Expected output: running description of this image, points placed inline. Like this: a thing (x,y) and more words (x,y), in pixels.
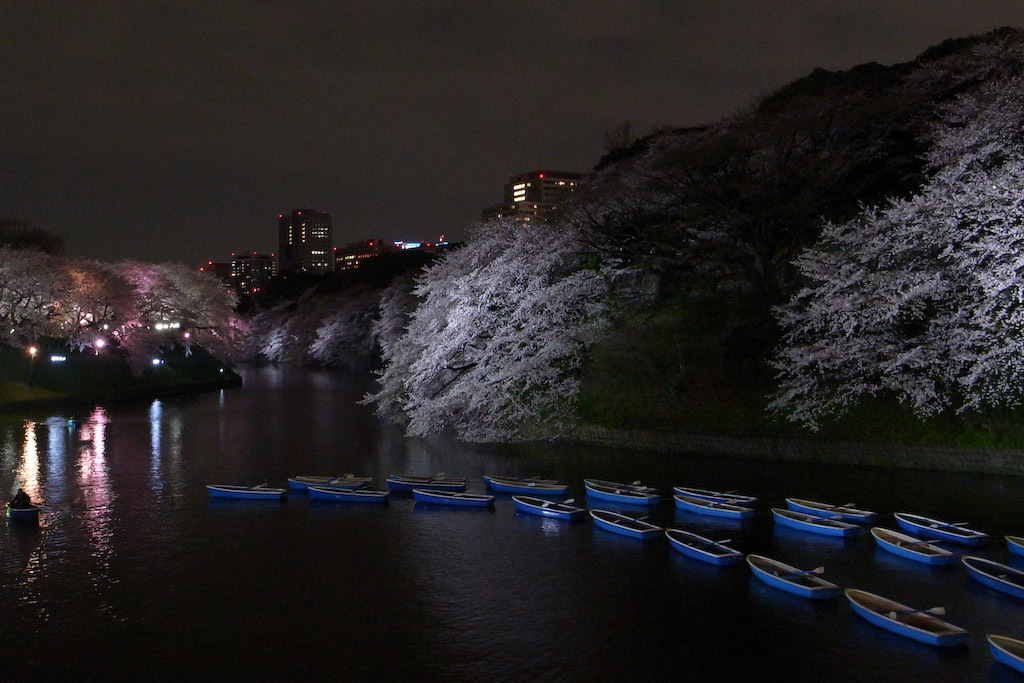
In this image we can see a few boats (487,503) on the water (397,468), there are some trees (286,341), buildings (294,231) and the sky (253,103).
